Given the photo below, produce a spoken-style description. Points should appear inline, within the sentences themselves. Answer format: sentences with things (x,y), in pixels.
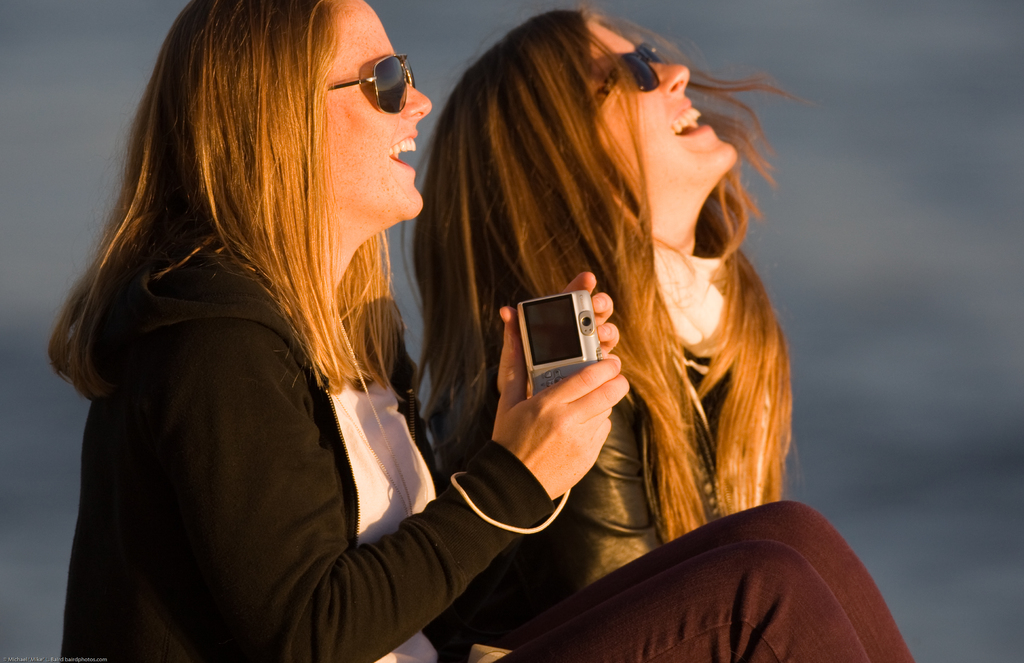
This picture seems to be clicked outside. On the left (284,155) there is a woman (279,428) wearing black color jacket (293,472) holding a camera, smiling and sitting and we can see another woman (702,240) wearing black color dress (610,488), smiling and seems to be sitting. The background of the image (45,28) is blurry.
